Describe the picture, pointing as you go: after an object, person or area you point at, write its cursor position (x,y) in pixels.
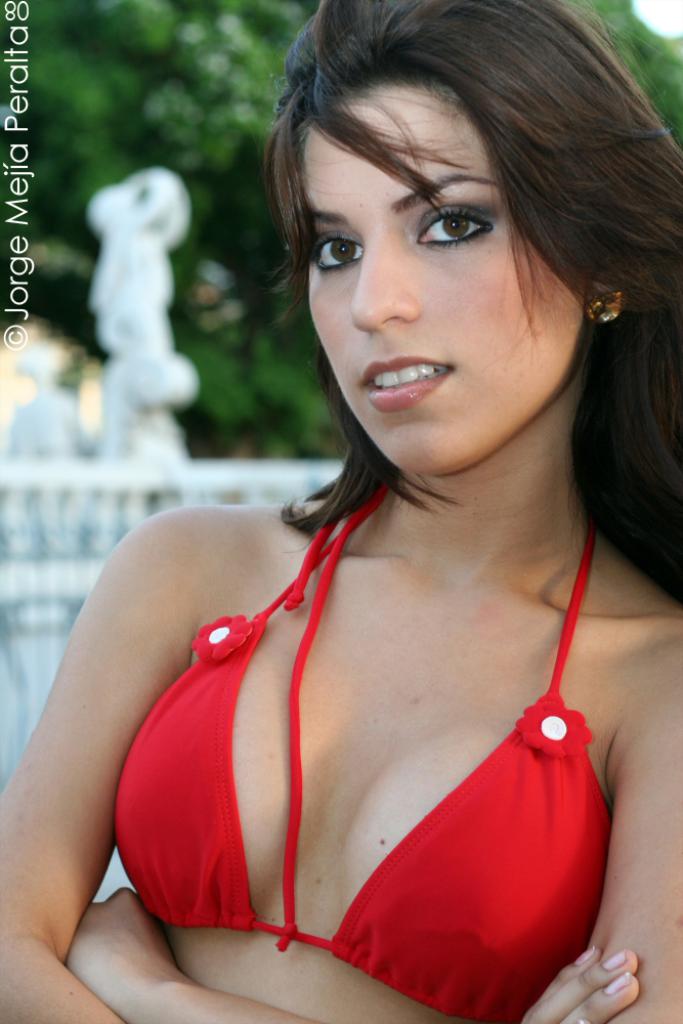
In this image we can see a woman (403,789) wearing red color dress (209,737). The background of the image (55,568) is slightly blurred, where we can see trees (176,323) and the wall (164,471). Here we can see some edited text (10,20).
